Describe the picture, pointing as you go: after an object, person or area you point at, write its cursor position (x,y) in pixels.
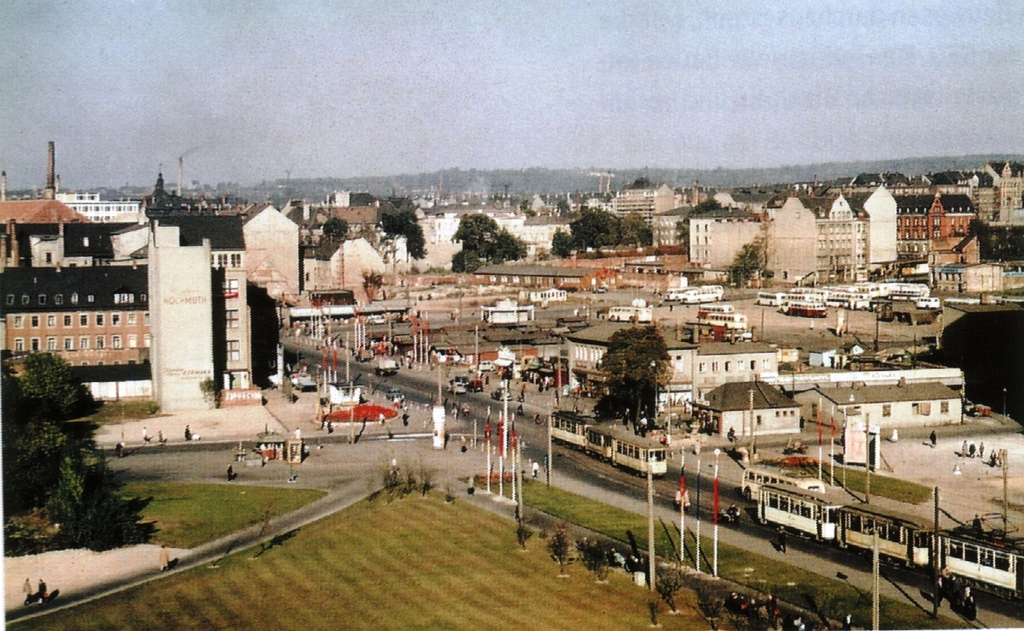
In the center of the image (511,284) there are many buildings (856,269). At the bottom (802,548) there is a road (528,453) and we can see vehicles (836,521) on the road (540,446) and there are people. We can see trees (66,436). At the top (256,202) there are hills (461,178) and sky (472,90). There are poles (488,433).
